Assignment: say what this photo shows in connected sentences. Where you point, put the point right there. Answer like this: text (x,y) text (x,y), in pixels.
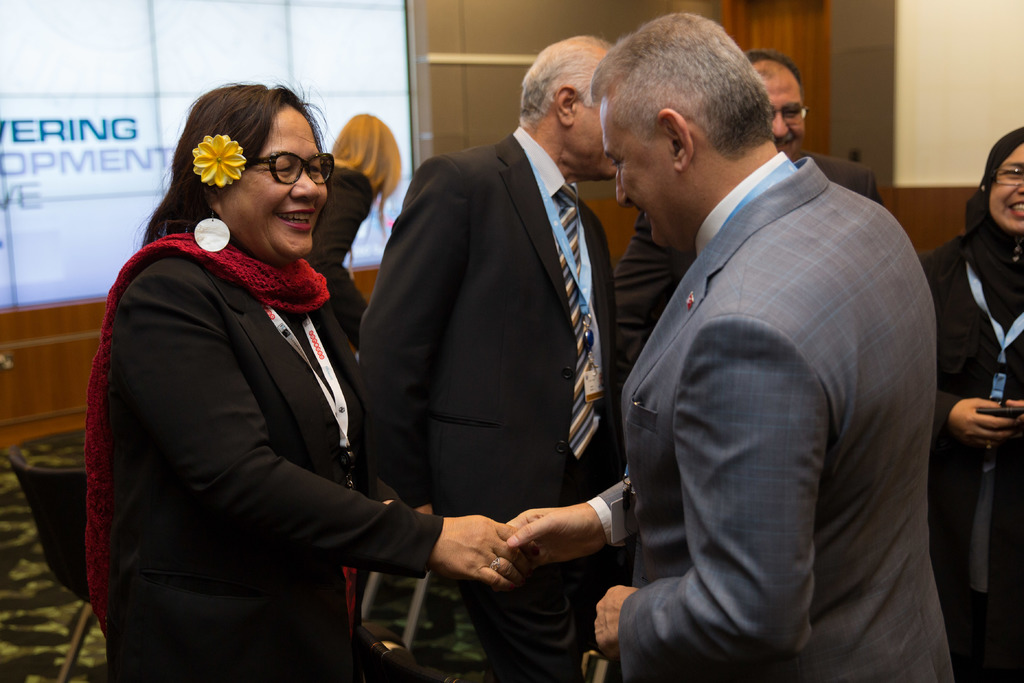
In this image, we can see a group of people (524,608) are standing. Few are smiling. Here a man (745,504) and woman (151,550) are shaking their hands (489,557) with each other. In the background (164,74) we can see wall (446,97), screen (382,50). On the left side of the image (80,558), we can see a chair (69,526) on the floor (67,615).
